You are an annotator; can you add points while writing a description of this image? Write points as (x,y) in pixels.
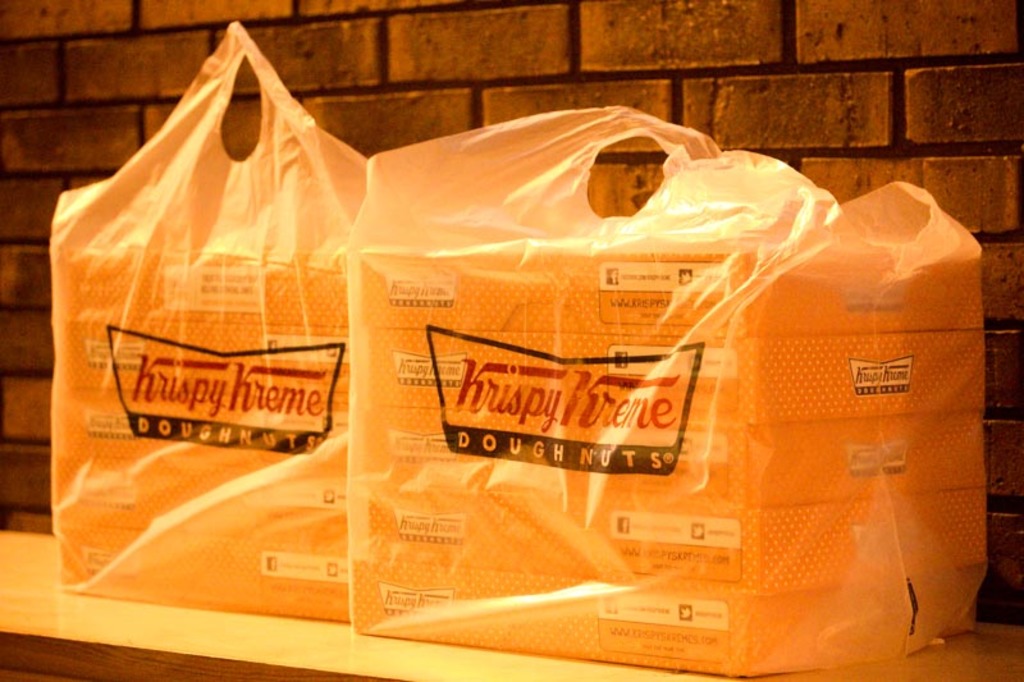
These are the two covers (507,393) and this is the brick wall (664,62).
